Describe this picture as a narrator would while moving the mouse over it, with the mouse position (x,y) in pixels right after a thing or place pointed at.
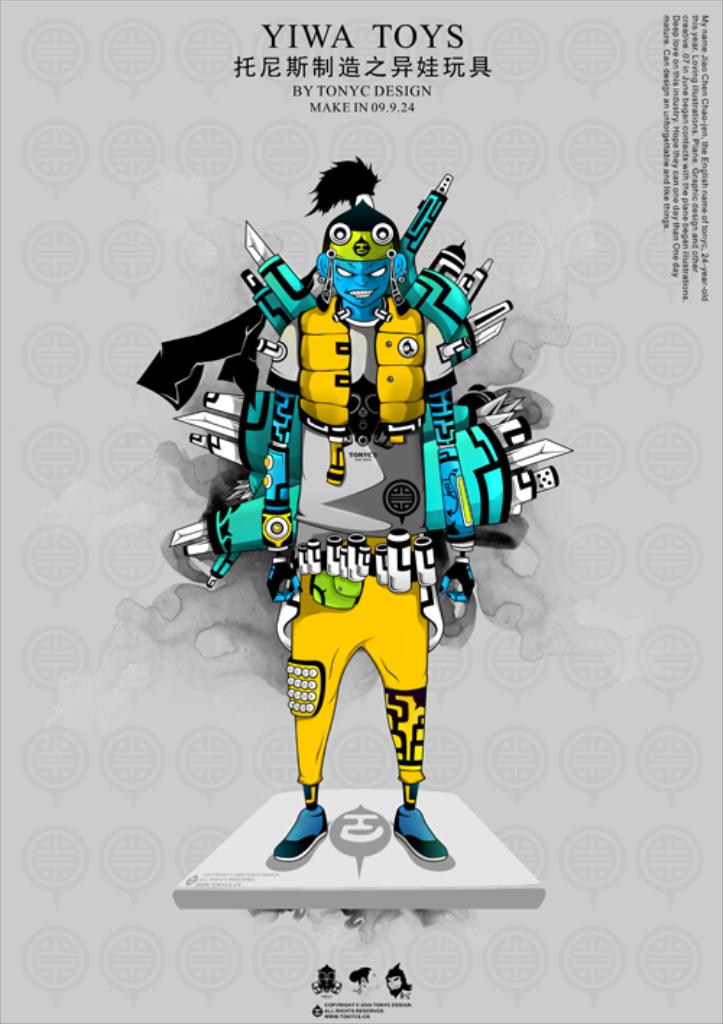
It is an animated pic in the shape of a human (447,424). It is in yellow color.
